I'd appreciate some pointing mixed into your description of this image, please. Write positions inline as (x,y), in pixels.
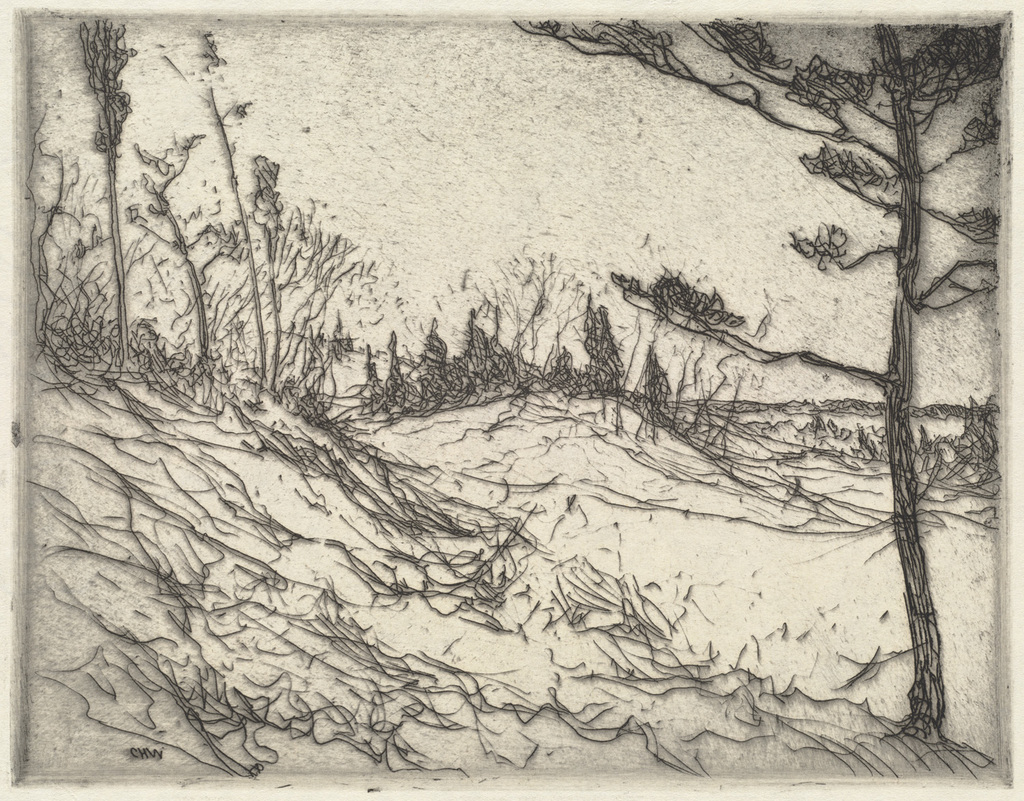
This is the drawing image where there are trees (512,367).
